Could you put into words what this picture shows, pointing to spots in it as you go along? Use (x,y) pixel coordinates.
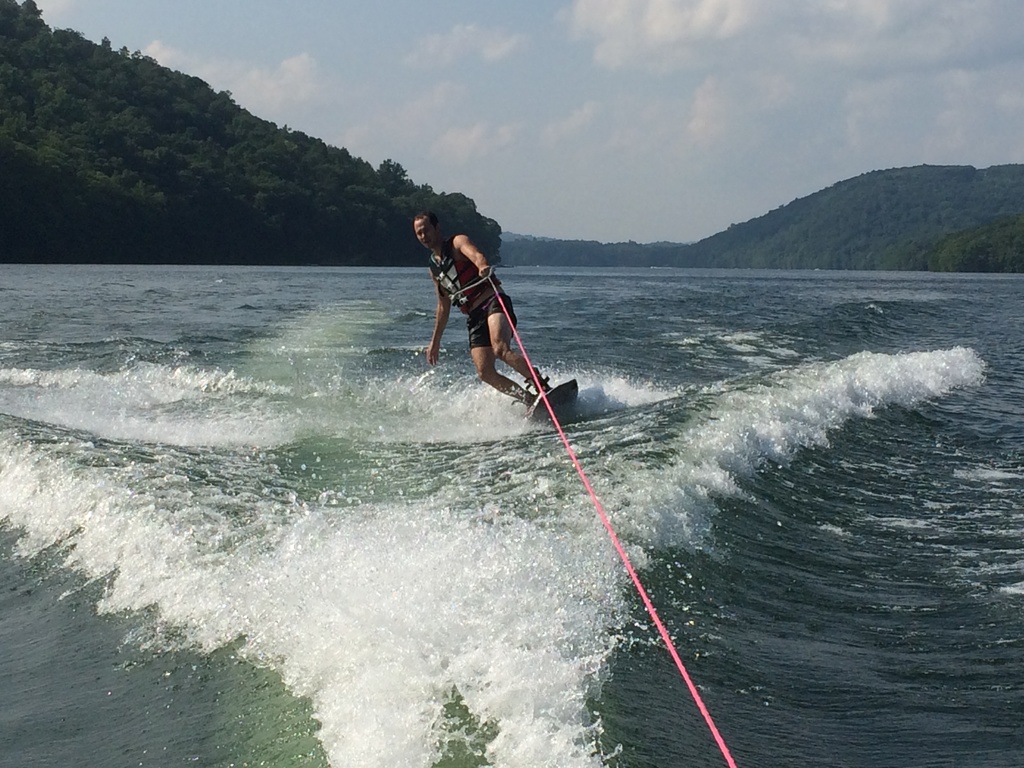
Here a man (499,326) is doing surfing in the sea (523,453). In the left side (252,160) there are trees (164,150) on a hill (169,151), in the middle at the top (556,134) it's a sky (556,148).
